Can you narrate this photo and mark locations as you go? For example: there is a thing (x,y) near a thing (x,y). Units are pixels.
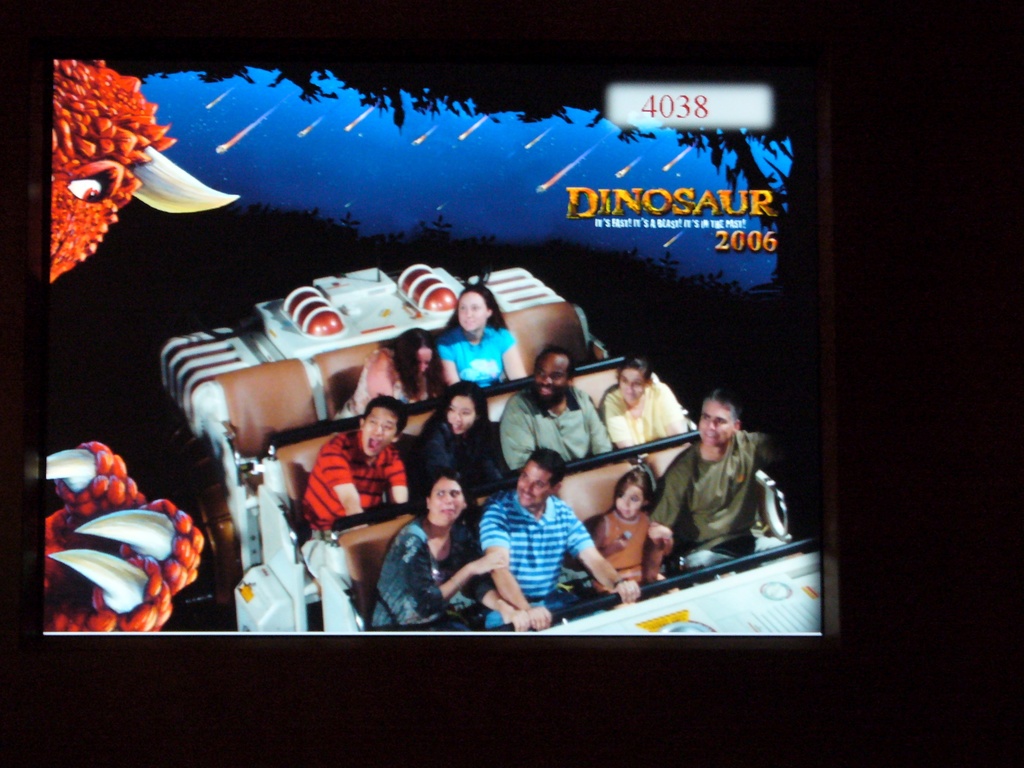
In this picture this seems to be a picture on the screen (819,281) or a poster (807,133). On the right (761,614) there is a roller coaster (492,284) and group of people (562,437) sitting in the roller coaster (748,610) and riding. On the left corner (93,155) there is an animal (104,552). In the background (544,159) there is a sky (426,185) and a text (672,208) printed on it and we can see the falling stars (253,122).
